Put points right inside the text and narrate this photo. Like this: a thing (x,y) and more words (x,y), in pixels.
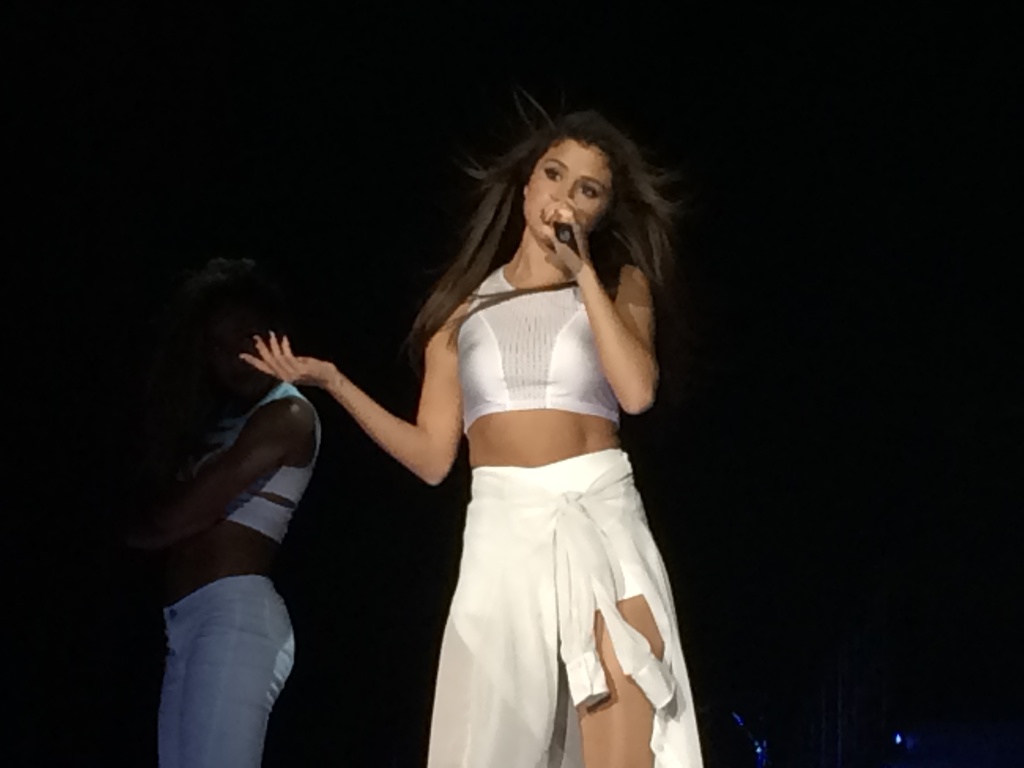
In this image, in the middle (607,260), we can see a woman (609,290) wearing a white color dress (526,617) is standing and also holding a microphone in her hand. On the left side (264,496), we can see a person (276,523). In the background (318,613), we can see black color.
